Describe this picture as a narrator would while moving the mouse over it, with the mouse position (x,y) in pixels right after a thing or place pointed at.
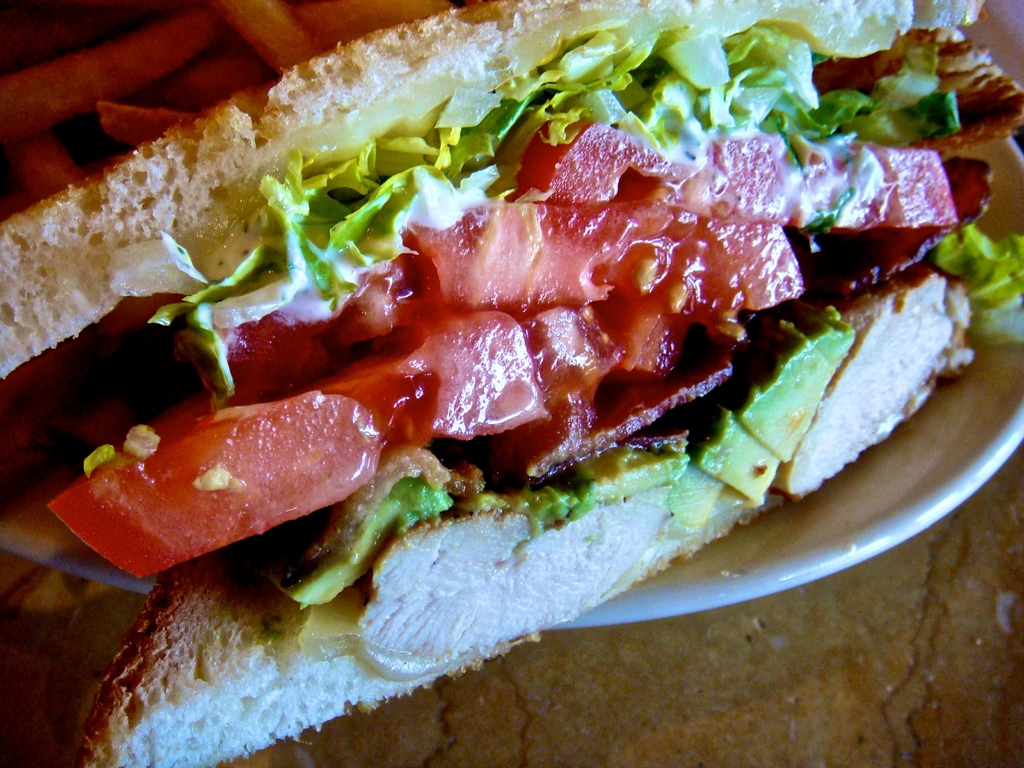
In this image, we can see a sandwich (681,408) and french fries (199,2) a white bowl (880,528). At the bottom (851,654), we can see brown color.
